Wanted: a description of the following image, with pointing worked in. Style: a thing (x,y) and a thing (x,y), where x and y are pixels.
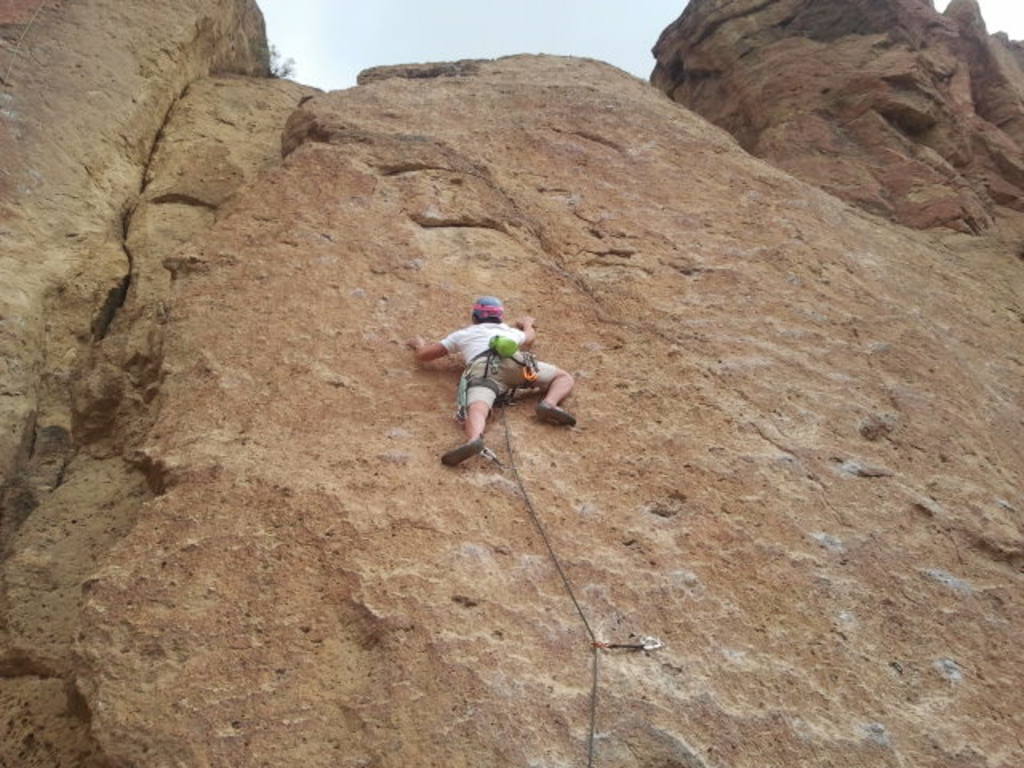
In the center of the image (470,350) we can see a person (485,412) climbing a rock (491,417). In the background (514,24) there is sky (413,46).
